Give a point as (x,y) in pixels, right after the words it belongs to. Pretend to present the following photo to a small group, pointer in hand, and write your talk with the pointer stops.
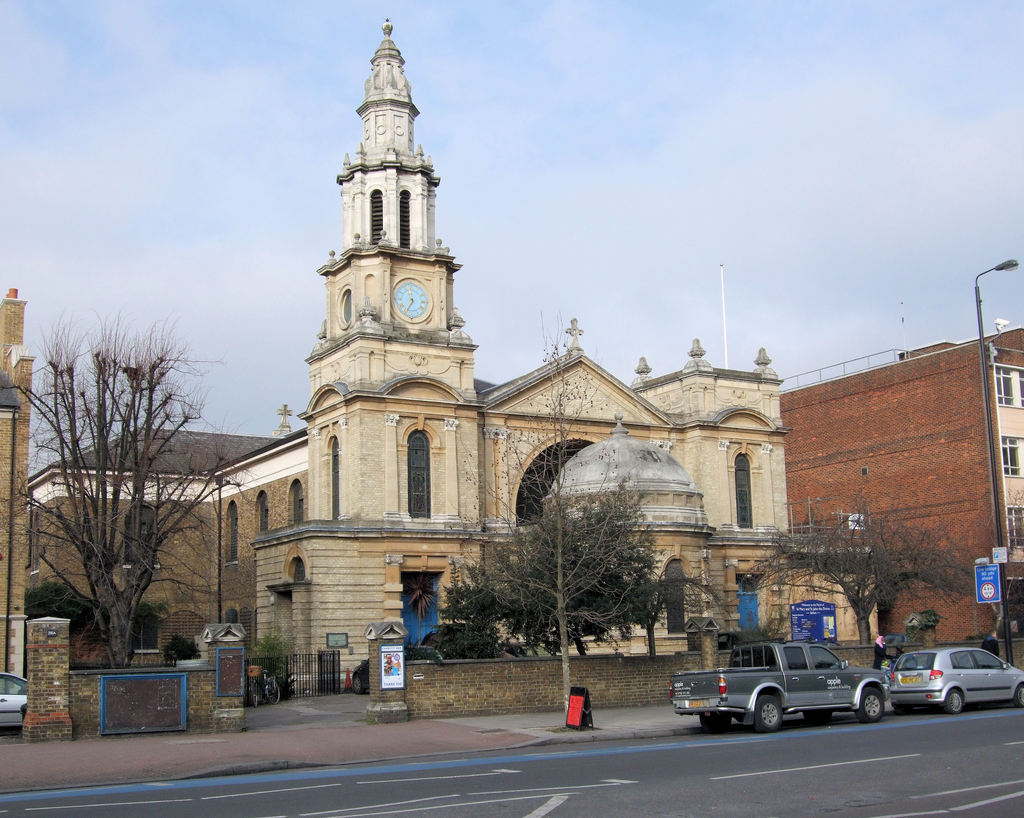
In this image, we can see buildings (369,511), trees (131,504), a clock tower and there are grills (286,669), boards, vehicles (799,696) on the road (503,765) and we can see poles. At the top (597,149), there is sky (597,149).
